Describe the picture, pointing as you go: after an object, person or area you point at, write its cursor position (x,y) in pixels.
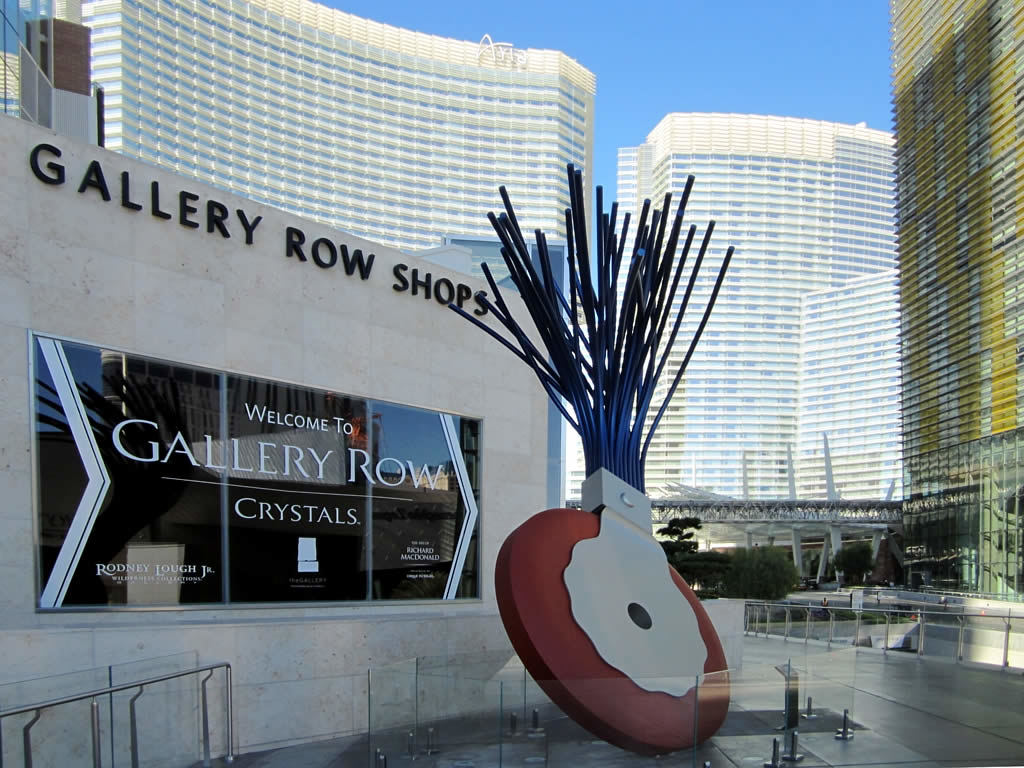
In this picture I can see there are buildings (1006,301) here and the buildings (543,417) have glass windows (787,426) and the sky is clear.
